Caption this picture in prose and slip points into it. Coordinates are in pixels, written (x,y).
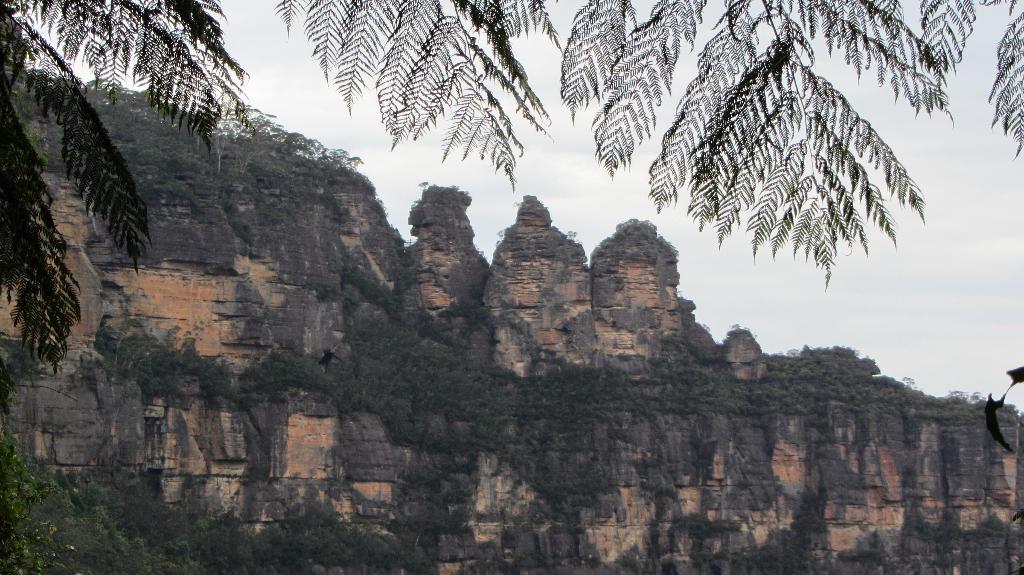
In this image I can see trees (506,47) in the front (1018,378). In the background (406,351) I can see rocky mountains (422,290) and the sky (973,332).
